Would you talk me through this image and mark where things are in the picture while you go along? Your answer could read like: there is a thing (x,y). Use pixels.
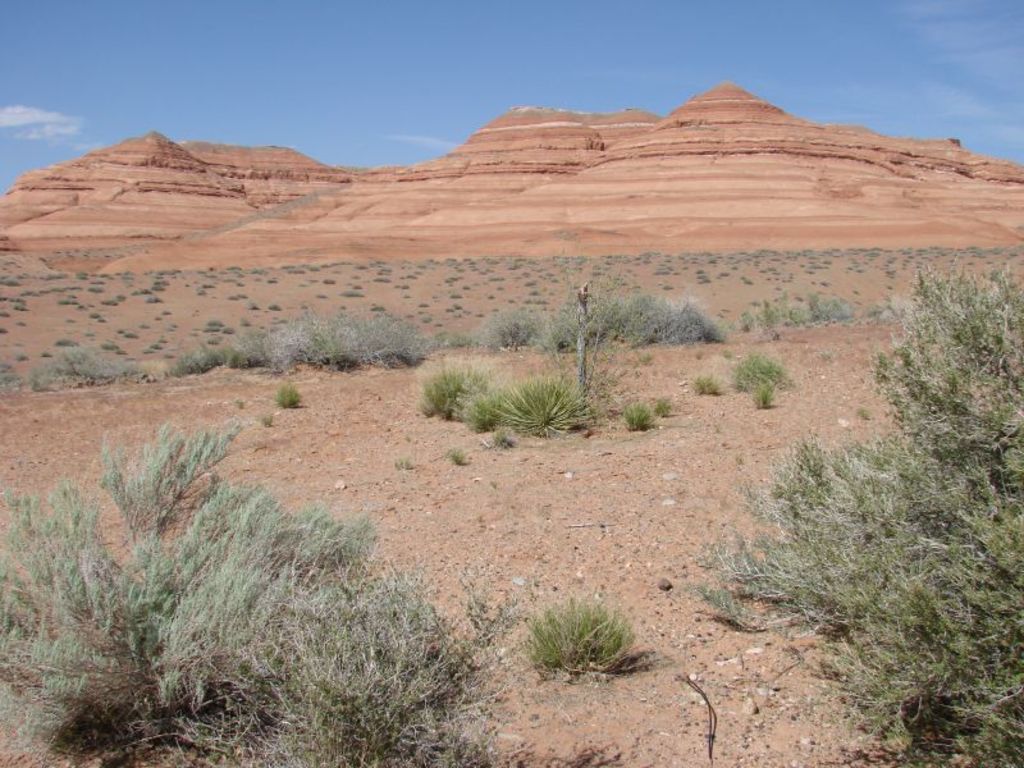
In this image there are rock formation cliffs (438,170), grass (292,389), few plants (298,639), sand (652,571) and some clouds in the sky (379,101).
